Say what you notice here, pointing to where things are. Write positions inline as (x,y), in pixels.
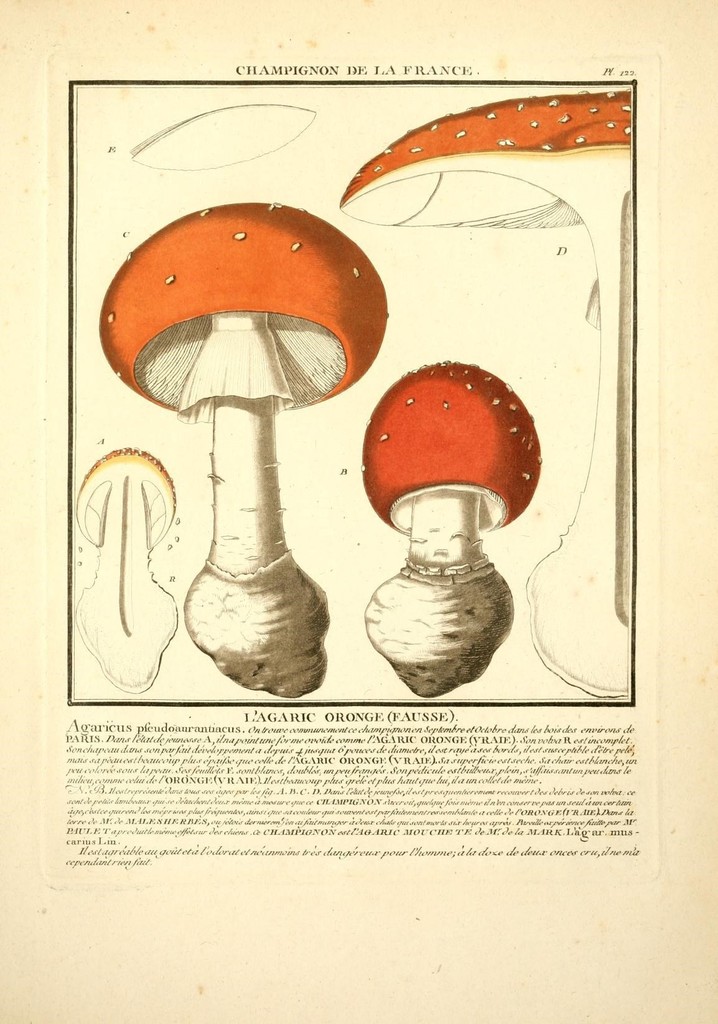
In the picture I can see a sketch (268,499) of mushrooms (242,526) and I can also see something written on the image.
